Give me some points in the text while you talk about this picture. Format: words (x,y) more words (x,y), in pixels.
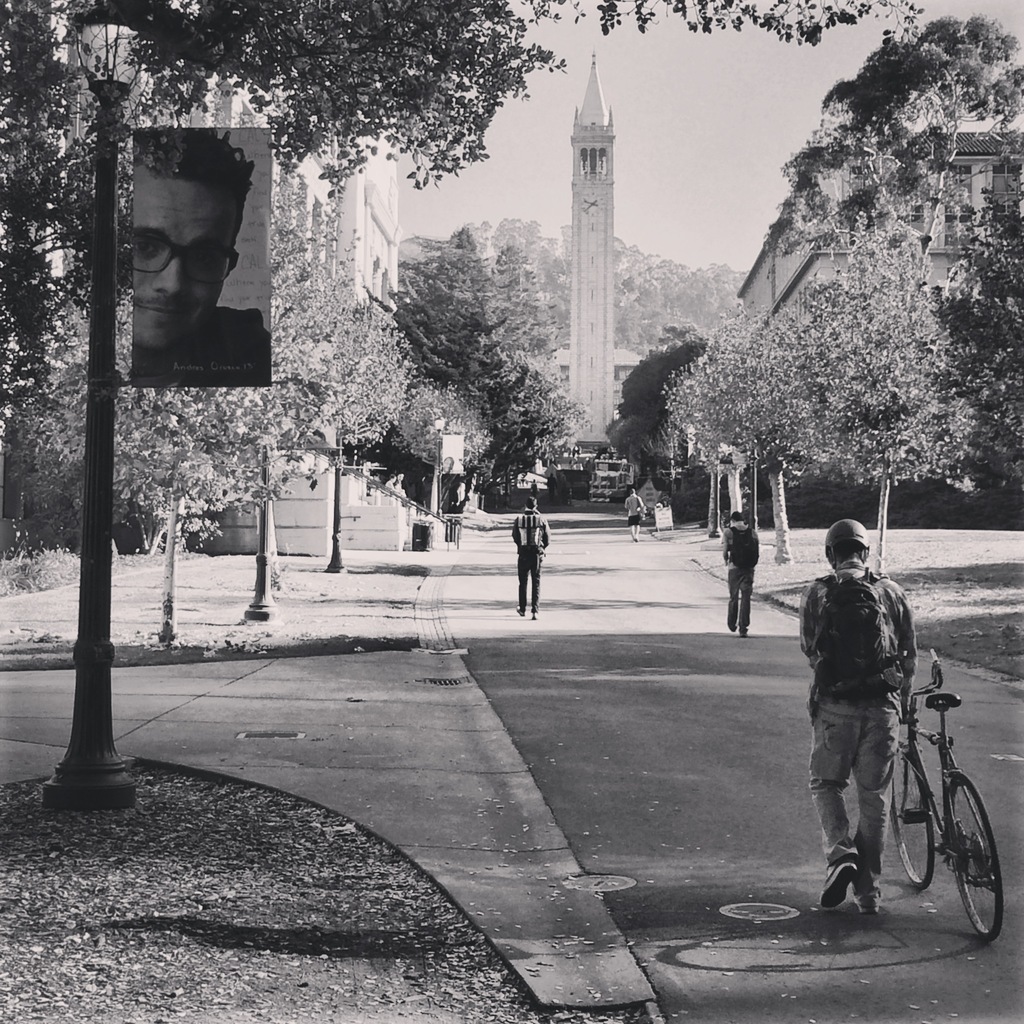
Black and white picture. We can able to see trees (829,429) and a building (600,270). Persons (746,586) are walking on a road (641,629). This person (809,629) wore bag (866,674) and holding a bicycle (979,854). To this pole (110,350) there is a banner (171,323) of a person (177,309).
